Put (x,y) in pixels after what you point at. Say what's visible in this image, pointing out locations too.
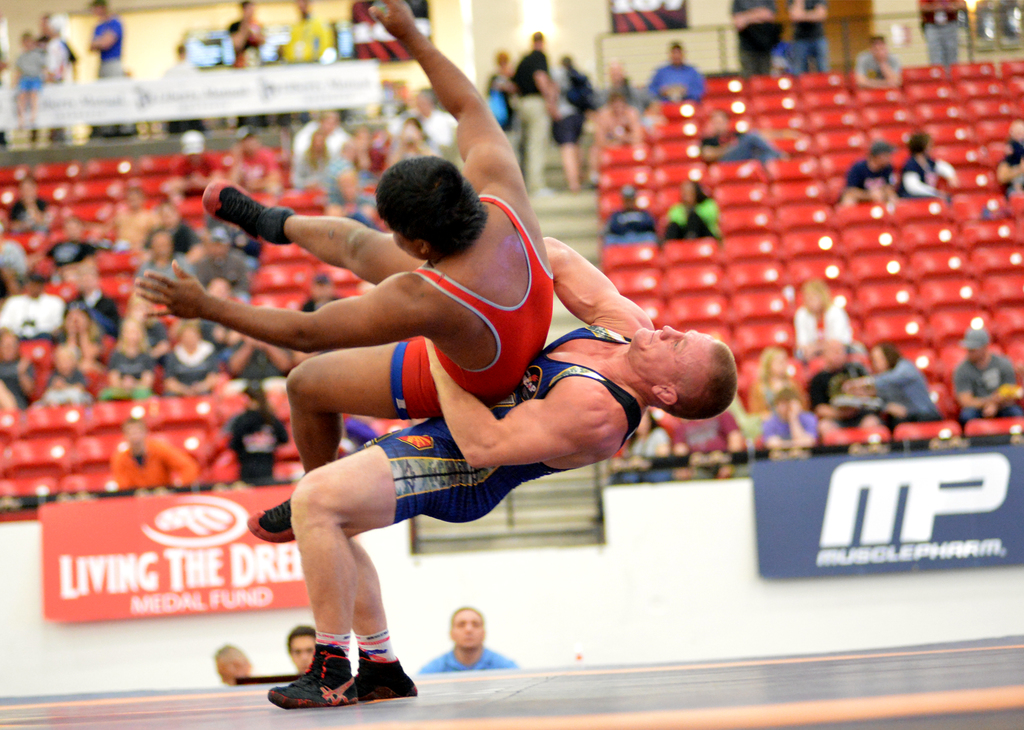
In this picture there is a person (435,440) holding another person (393,298) who is in air and there are few audience (156,264) in the background (383,161).
